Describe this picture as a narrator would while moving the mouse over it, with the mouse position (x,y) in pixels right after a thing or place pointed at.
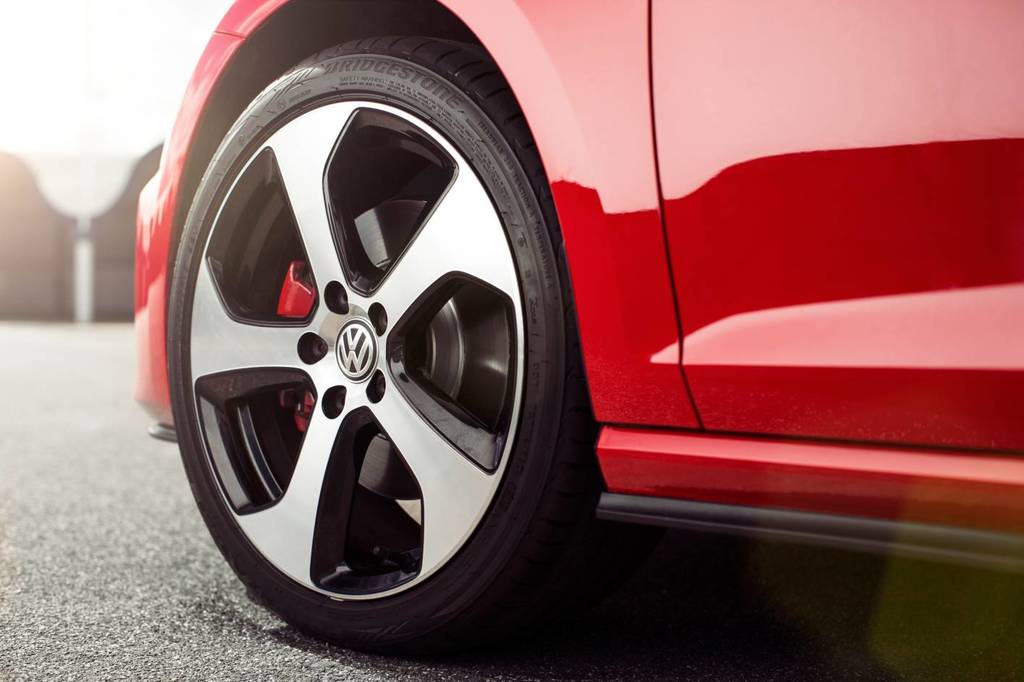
In this picture we can see the wheel (381,101) of a vehicle (589,341) on the road (34,481) and in the background (75,253) it is blurry.
